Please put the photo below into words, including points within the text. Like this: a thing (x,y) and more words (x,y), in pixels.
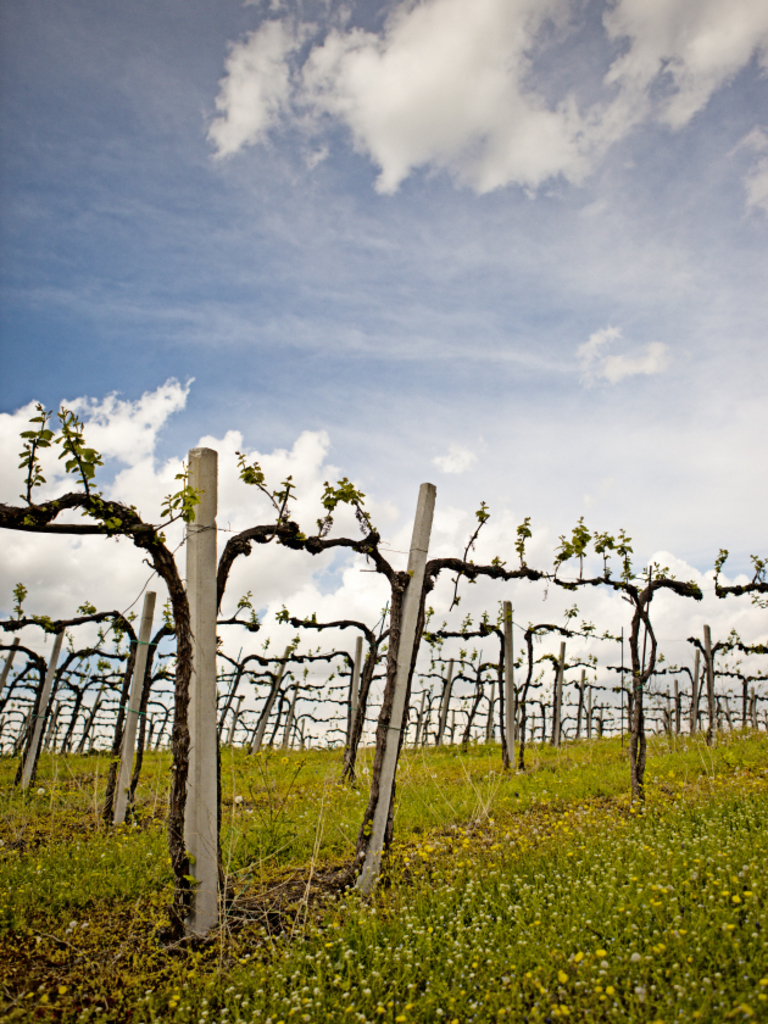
In this image we can see group of plants (607,575), poles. In the foreground (258,995) we can see the grass (546,985). In the background (544,351), we can see the cloudy sky (439,320).
